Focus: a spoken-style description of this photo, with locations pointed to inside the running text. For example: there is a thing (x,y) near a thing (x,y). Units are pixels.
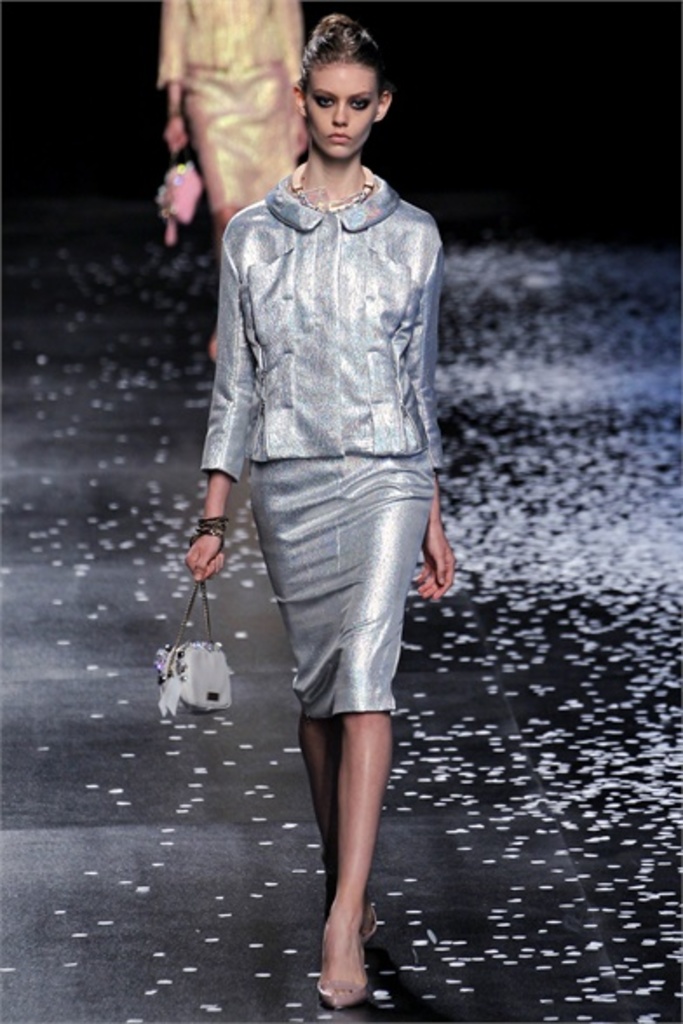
In the middle of this image (304,372), there is a woman (323,329) in a silver color dress (351,364), holding a handbag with a hand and walking on the floor (405,990), on which there are white color dots (642,864). In the background (229,73), there is another woman (232,133), holding a pink color handbag (191,177) and walking. And the background (679,74) is dark in color.
